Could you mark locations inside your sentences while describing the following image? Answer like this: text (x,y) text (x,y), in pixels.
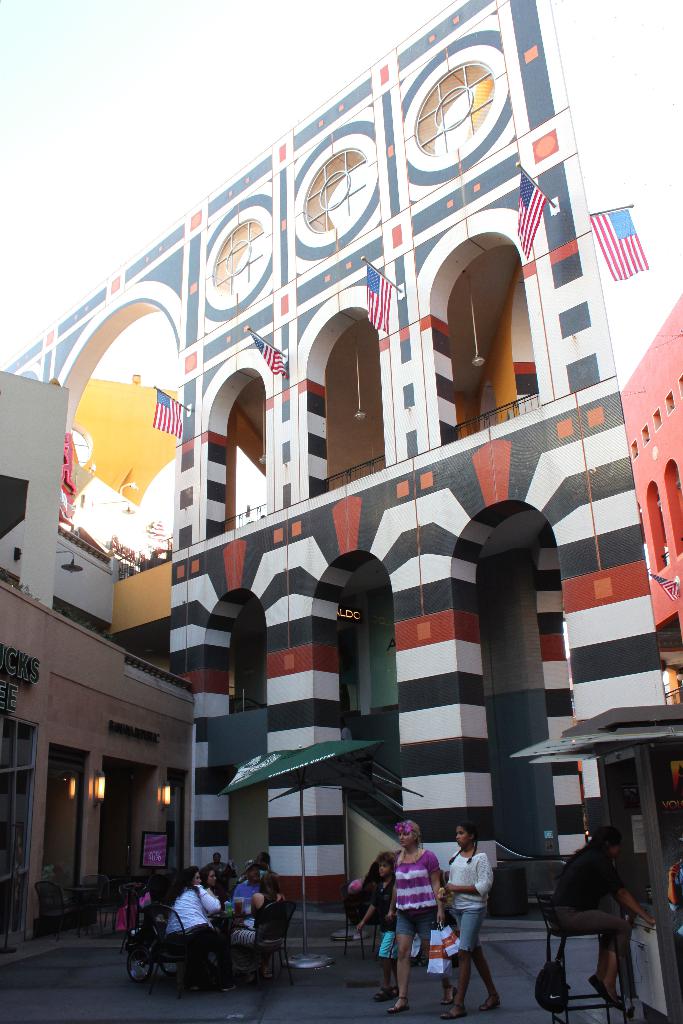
In the center of the image (315,503) we can see flags (375,306) and building (293,540). At the bottom of the image (348,740) we can see umbrella (264,772), chairs (260,951) and persons (464,924). In the background (279,76) we can see sky (110,112).
